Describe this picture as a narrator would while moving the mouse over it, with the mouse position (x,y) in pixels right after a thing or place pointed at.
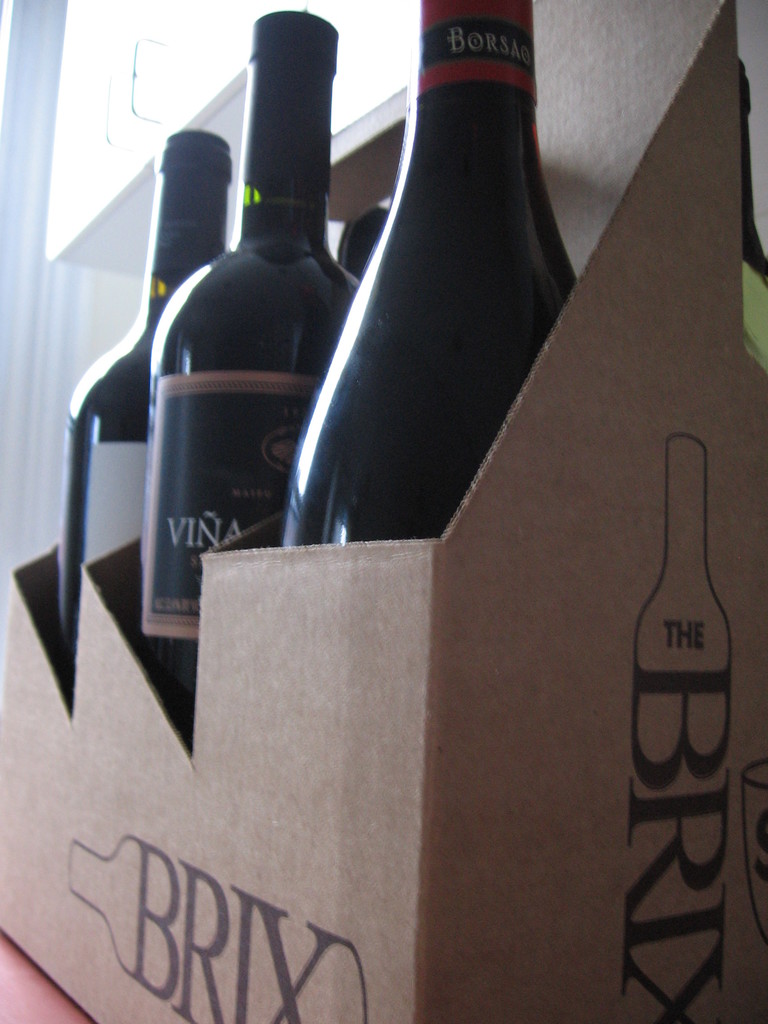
In this picture I can see 3 bottles (289,396) in a box (439,736) and I see something is written on the box (394,843). In the background (27,460) I can see the wall (209,123) and I see that it is white color on the top left corner of this picture (94,114).
